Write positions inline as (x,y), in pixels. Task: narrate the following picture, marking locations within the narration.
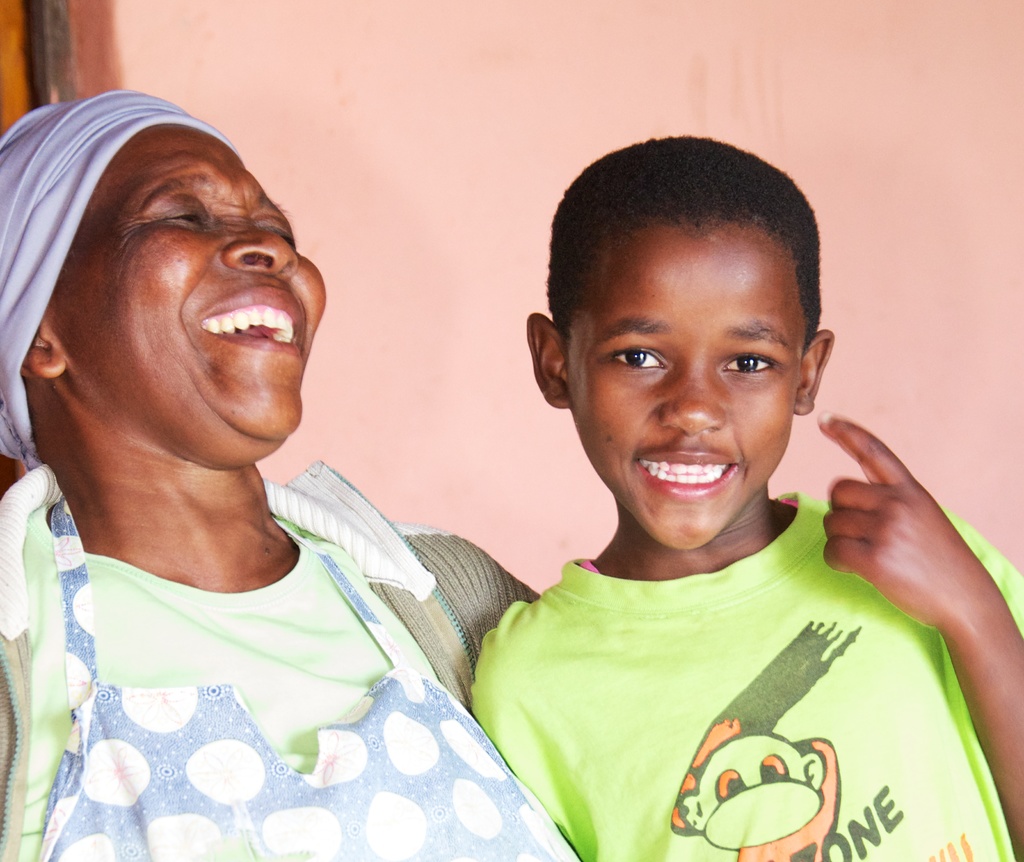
In this picture, we can see two people (360,677) smiling and behind the people (177,574) there is a wall (404,275).
